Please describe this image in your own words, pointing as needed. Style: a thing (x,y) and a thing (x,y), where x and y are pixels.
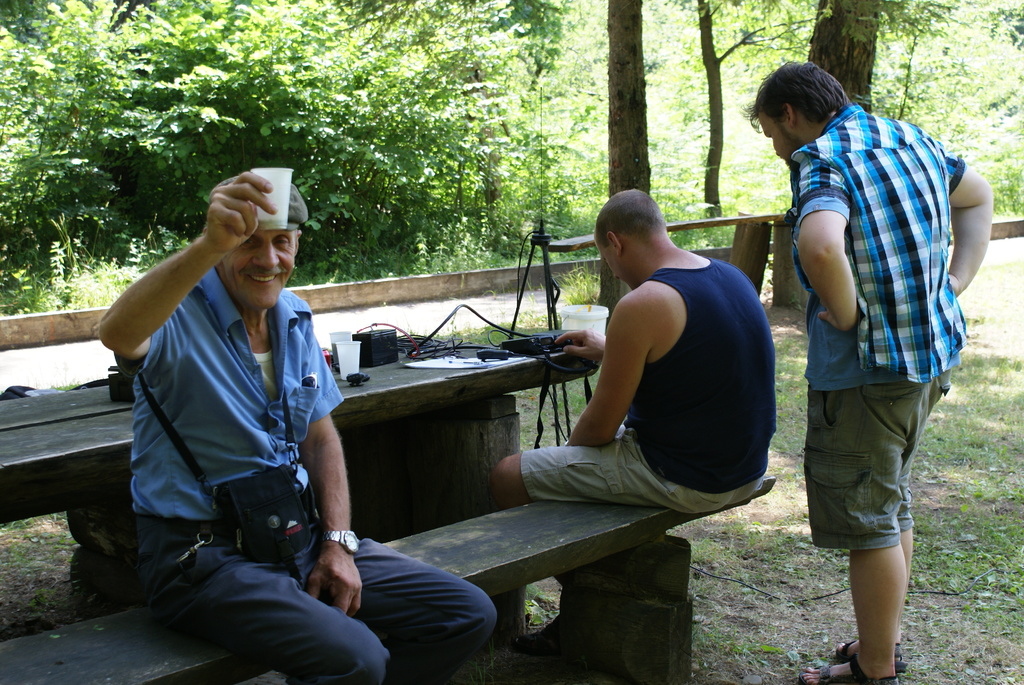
In this image we can see this person (217,347) wearing blue shirt (263,427), bag (281,535) and watch (348,535) is sitting on the wooden bench (132,632) and holding a glass (282,202) in his hands (233,210). Here we can see another person (679,415) wearing a blue T-shirt (662,462) is also sitting on the bench (498,553) and this person (862,269) wearing blue shirt (892,282) is standing on the ground (746,668). Here we can see glasses (341,359), wire (428,346) and a few things (386,353) kept on the wooden table (17,459) and we can see a tripod stand (546,268) on the ground (519,317). In the background (506,157), we can see the way (514,302) and the trees (415,120).
